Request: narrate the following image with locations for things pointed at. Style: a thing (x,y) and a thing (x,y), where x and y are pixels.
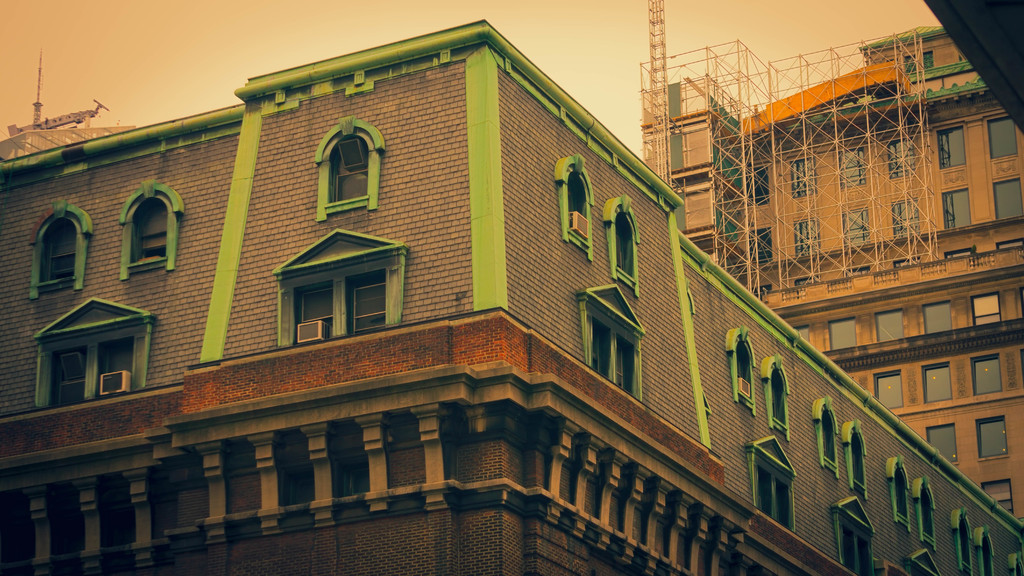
The picture consists of buildings (526,260). In the background (65,124) towards left (58,124) there is a crane (11,133).
